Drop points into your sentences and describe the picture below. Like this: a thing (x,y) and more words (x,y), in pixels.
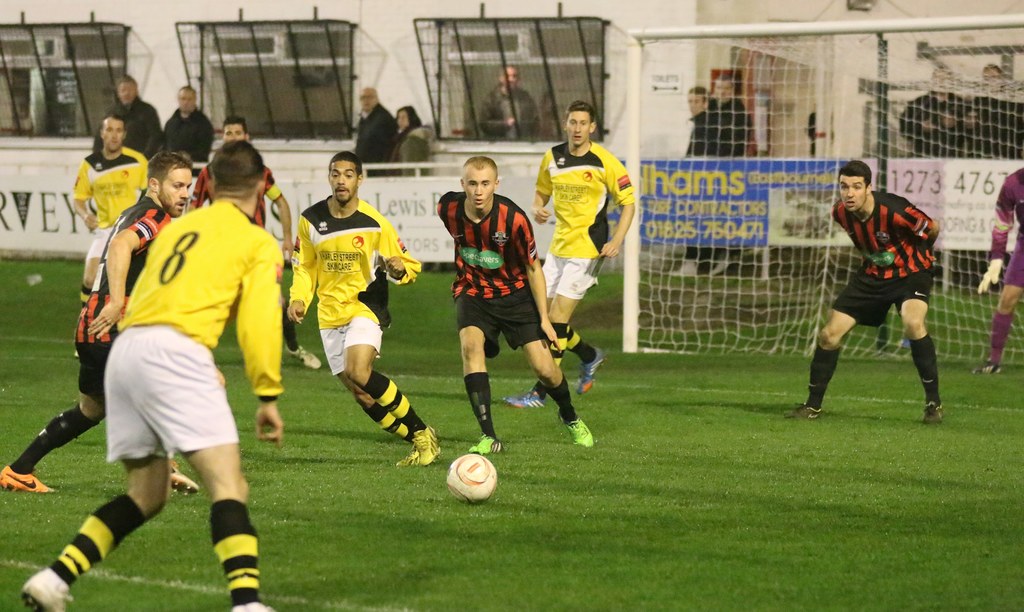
This is a playing ground (317,498). Here I can see few men (337,228) playing football. On the right side (696,298) there is a net (688,261). In the background (300,211) there is a board (381,197) on which I can see some text (72,209). At the back of it few people (409,131) are standing and looking at these people (244,299) who are playing in the ground (351,521). In the background (438,2) there is a wall (382,15) along with the windows (536,74).
